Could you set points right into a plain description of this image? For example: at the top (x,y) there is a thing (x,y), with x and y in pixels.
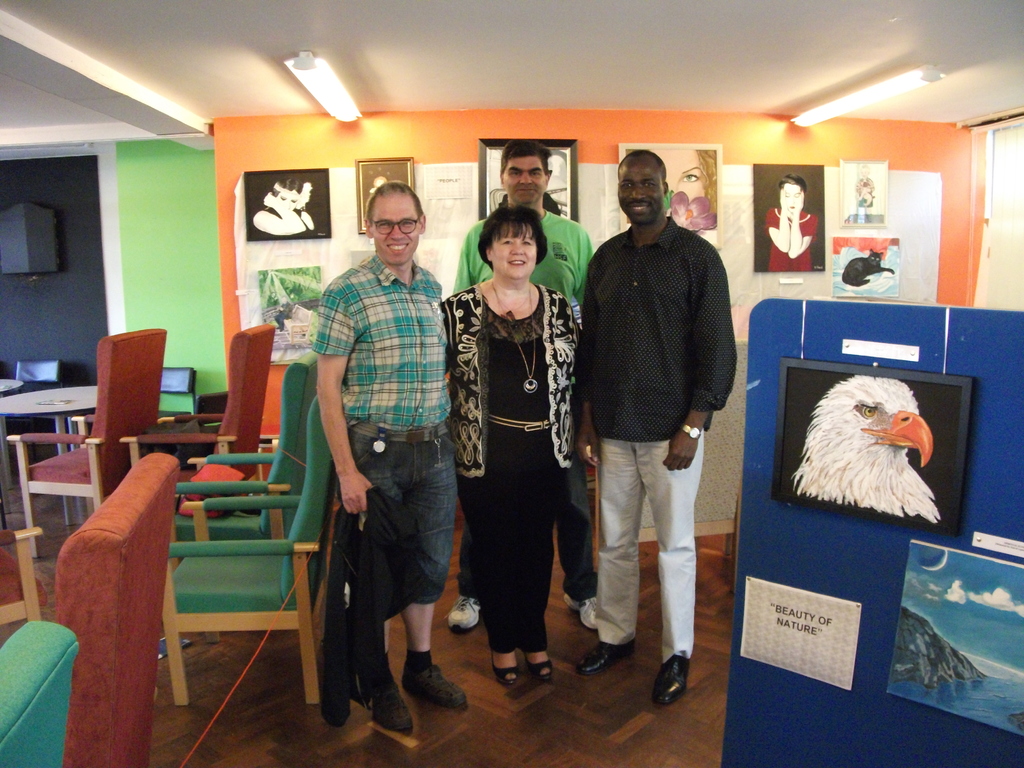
These 4 persons (384,490) are standing. We can able to see chairs (155,458) and tables (80,408). On this wall (282,130) there are posters (859,265) and pictures (373,173). On top (312,95) there are lights (293,58).
